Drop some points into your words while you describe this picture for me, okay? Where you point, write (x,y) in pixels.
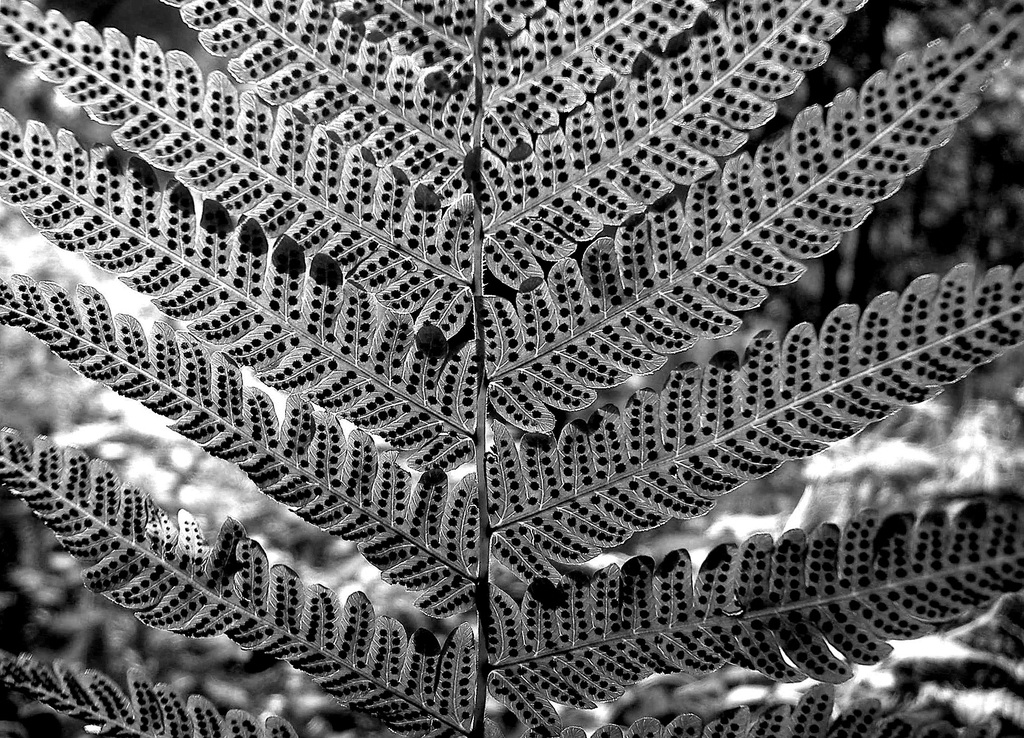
This is a black and white image as we can see leaves (390,200) and a stem (485,602).
